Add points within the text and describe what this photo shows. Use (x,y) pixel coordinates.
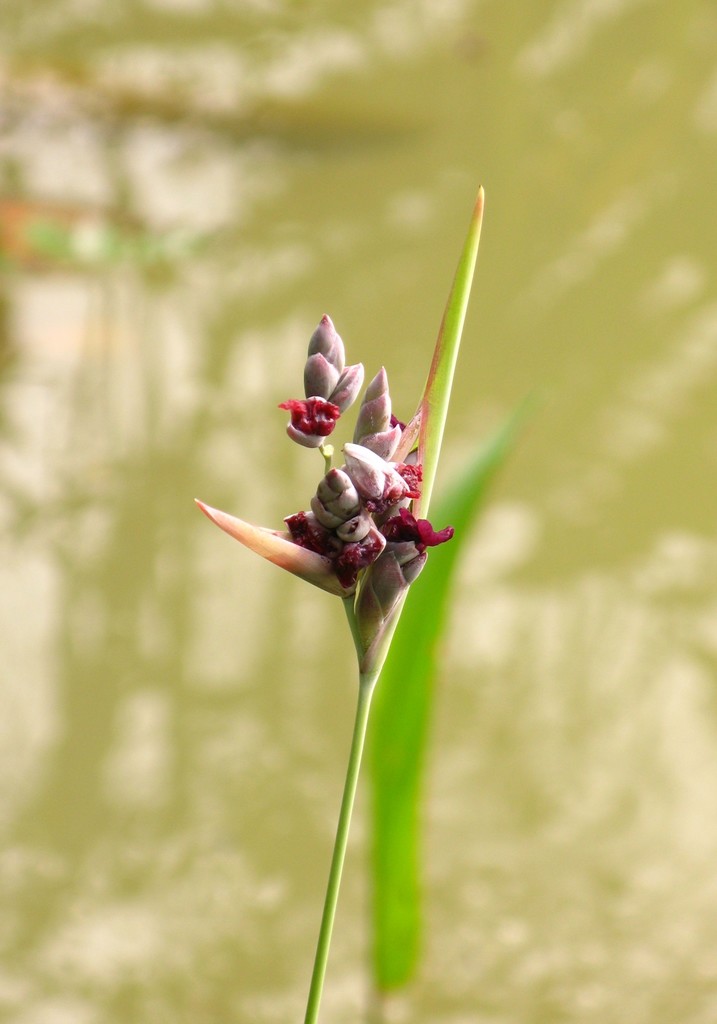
In the center of the image (375,494) there is a flower (387,563). In the background (328,103) we can see water (572,235).
